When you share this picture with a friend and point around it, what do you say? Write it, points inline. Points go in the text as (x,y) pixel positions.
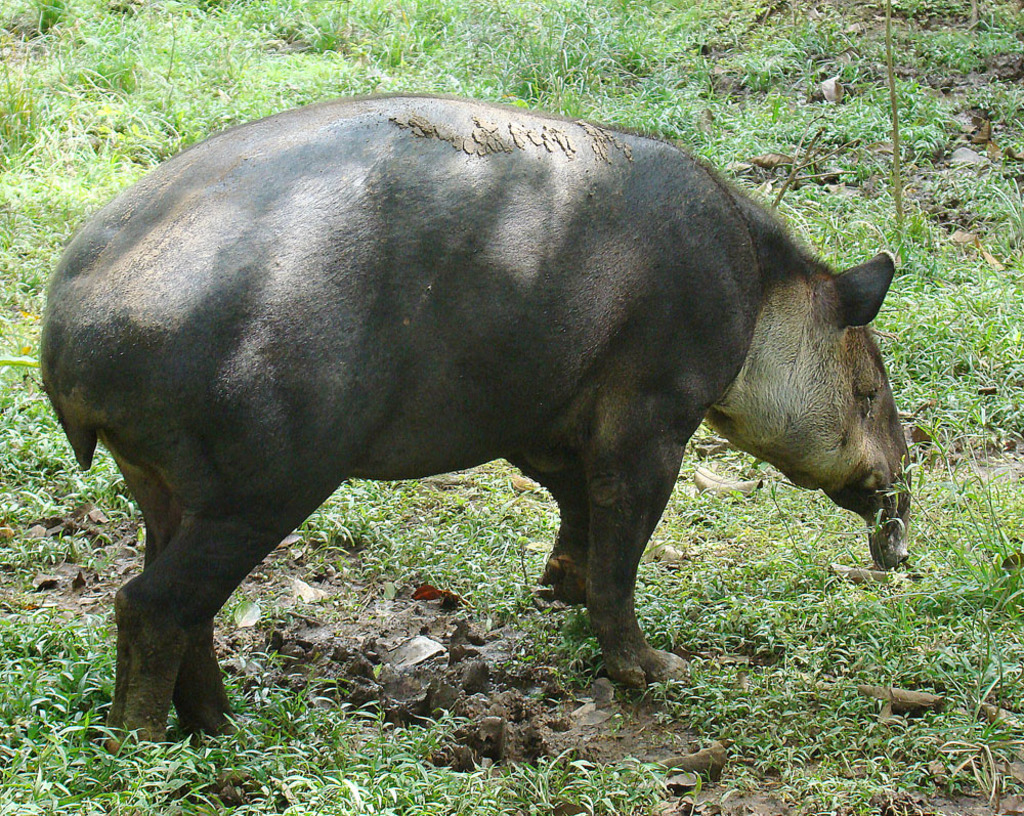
In this image I can see the animal (895,563) in the foreground (381,129) and there are grass (211,40) everywhere.
